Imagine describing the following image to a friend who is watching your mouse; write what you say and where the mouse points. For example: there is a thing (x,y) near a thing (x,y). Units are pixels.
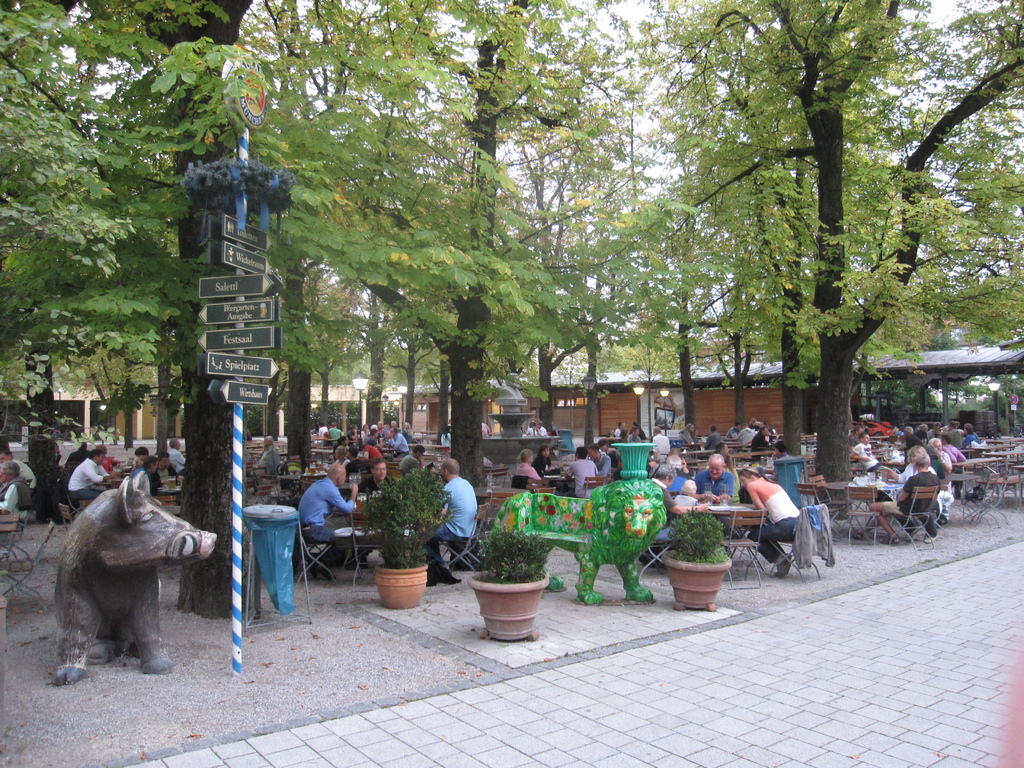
In this image we can see a group of people (754,483) sitting on chairs (498,506) placed on the ground (746,566), two statues (610,551) are placed on the ground (194,687), a group of sign boards (224,322) with text (233,307) are placed on the pole (243,245). Some plants (391,566) are placed in containers (709,566). In the center of the image (523,417) we can see a statue (517,396), group of trees (606,349). In the background (581,397), we can see a building (696,407) with some lights (639,389).
